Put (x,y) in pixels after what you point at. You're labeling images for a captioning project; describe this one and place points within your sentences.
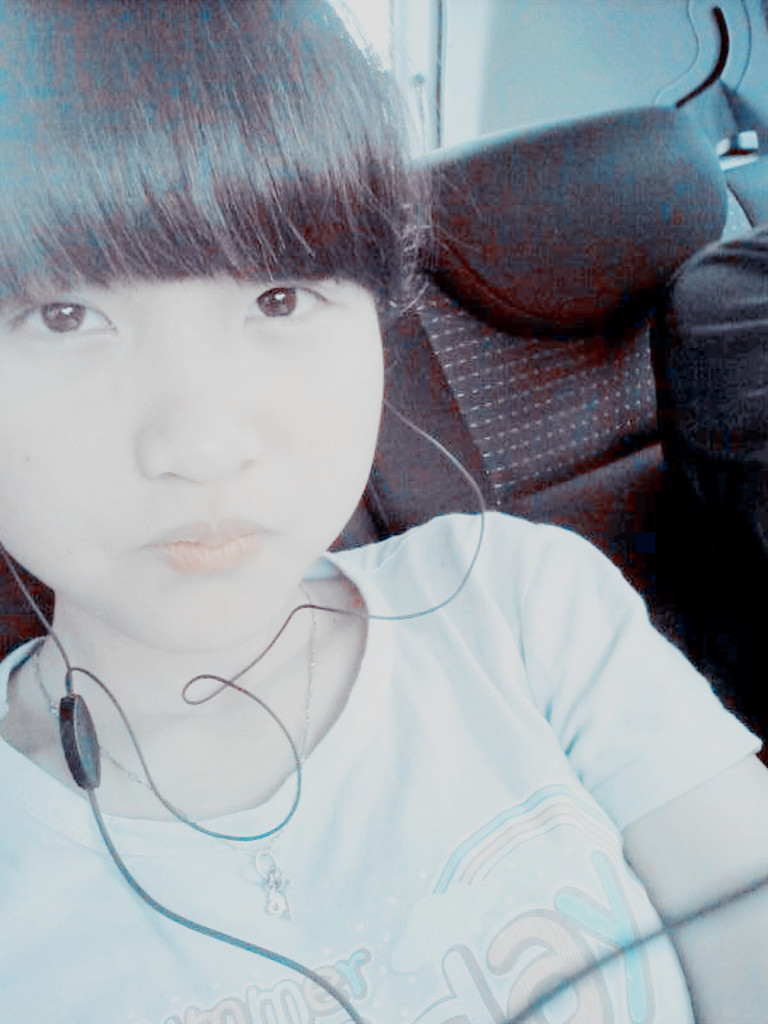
In this image we can see a girl (361,964). She is wearing a T-shirt (408,828) and jewelry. We can see earphones (69,716). There is one more person (694,269) and seat (576,390) on the right side of the image (604,327).
